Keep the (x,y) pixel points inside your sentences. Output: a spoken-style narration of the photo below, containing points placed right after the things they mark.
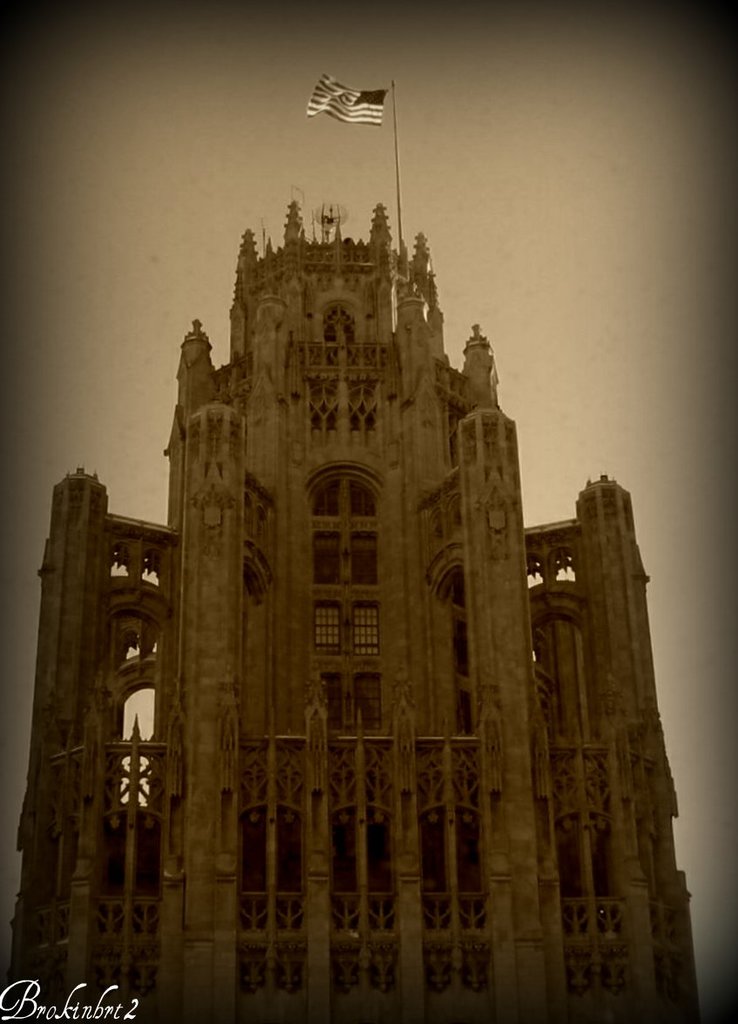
In this picture we can see monument (324,826). On the top of the monument (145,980) there is a flag (365,104). On the top (580,177) we can see a sky (542,344). On the bottom left corner (5,1017) there is a watermark (5,1017).
